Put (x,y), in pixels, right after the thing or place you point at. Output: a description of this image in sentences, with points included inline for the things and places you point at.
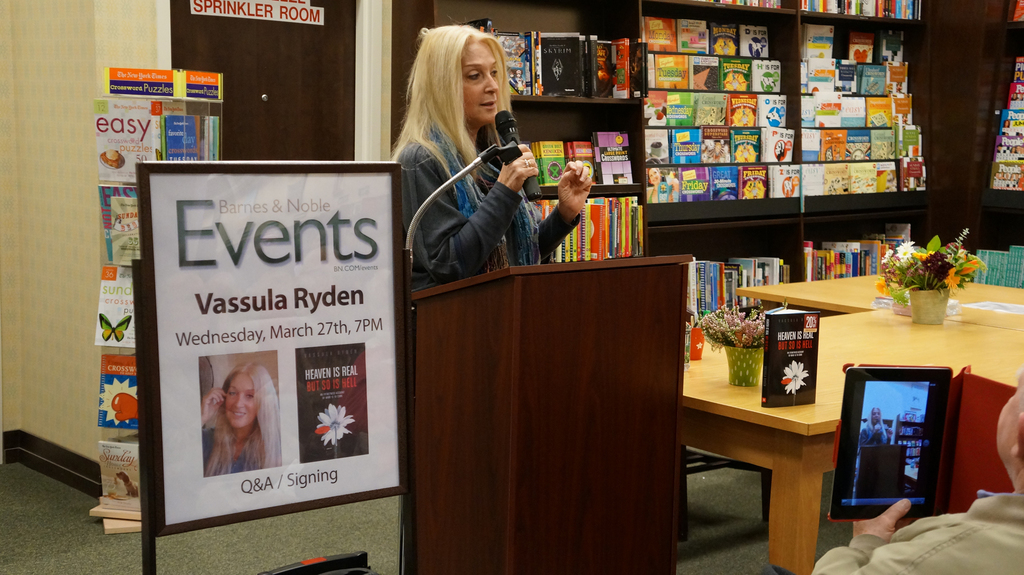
In this image I can see a woman (440,147) standing in front of the podium (595,311). The woman (517,182) is holding the mic (509,137). On the left side (331,239) there is board (360,406). On the right side (748,391) there is a table (965,328). On the table (833,356) there is a book (798,363) and a small flower plant (723,341). At the back side (735,152) there are book racks (777,202) and a book shelf (607,114). In front of the woman (479,143) the person (952,526) is holding a tab (879,451). On the left side (244,26) there is a door (312,94).
